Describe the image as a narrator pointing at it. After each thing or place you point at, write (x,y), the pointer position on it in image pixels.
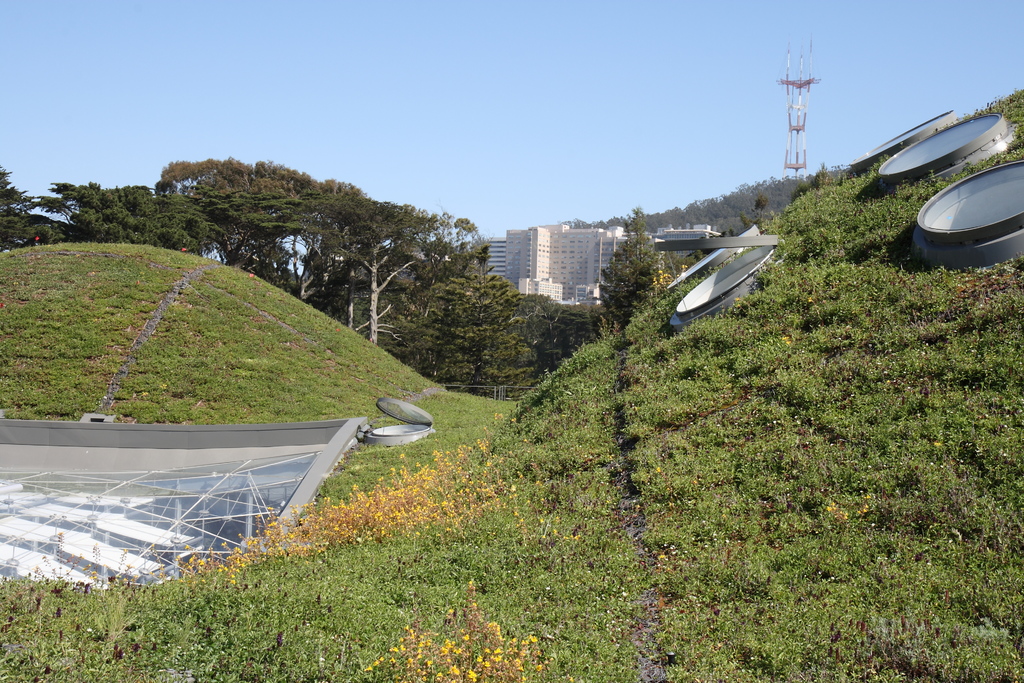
In this image I can see the grass (461,515), trees (492,377), buildings (576,274), tower (793,115) and some objects (226,553). In the background (456,83) I can see the sky (496,69).
